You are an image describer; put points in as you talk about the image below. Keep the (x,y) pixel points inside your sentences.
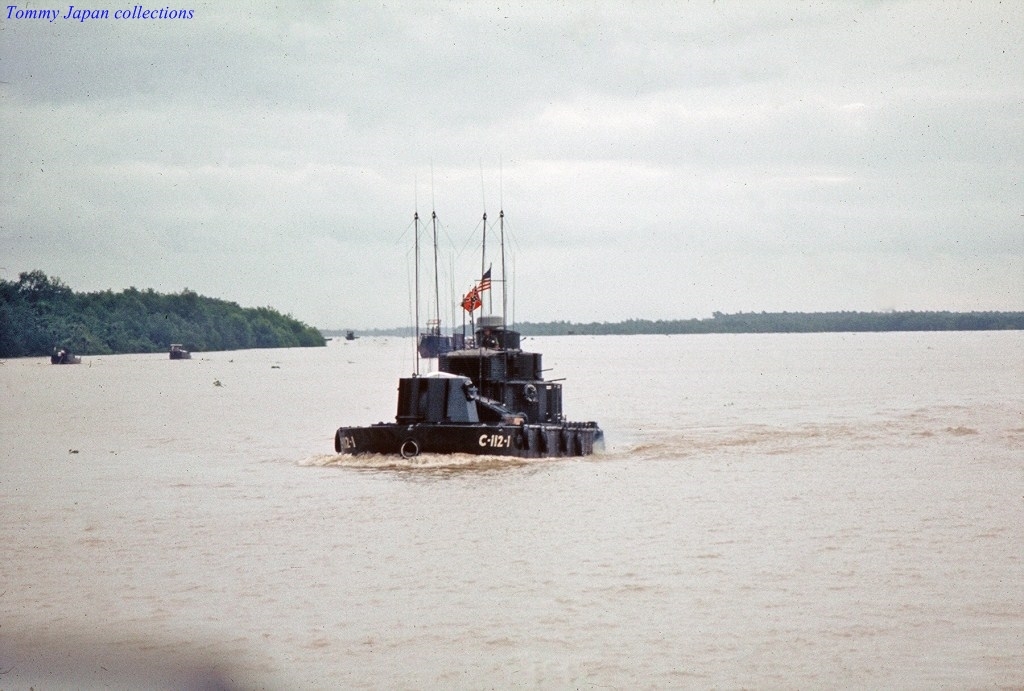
In this image I can see few boats (567,435) on the water (588,577) and I can see two flags (477,293) in blue, white and red color. Background (531,292) I can see few trees (389,335) in green color and the sky (428,92) is in white color.
